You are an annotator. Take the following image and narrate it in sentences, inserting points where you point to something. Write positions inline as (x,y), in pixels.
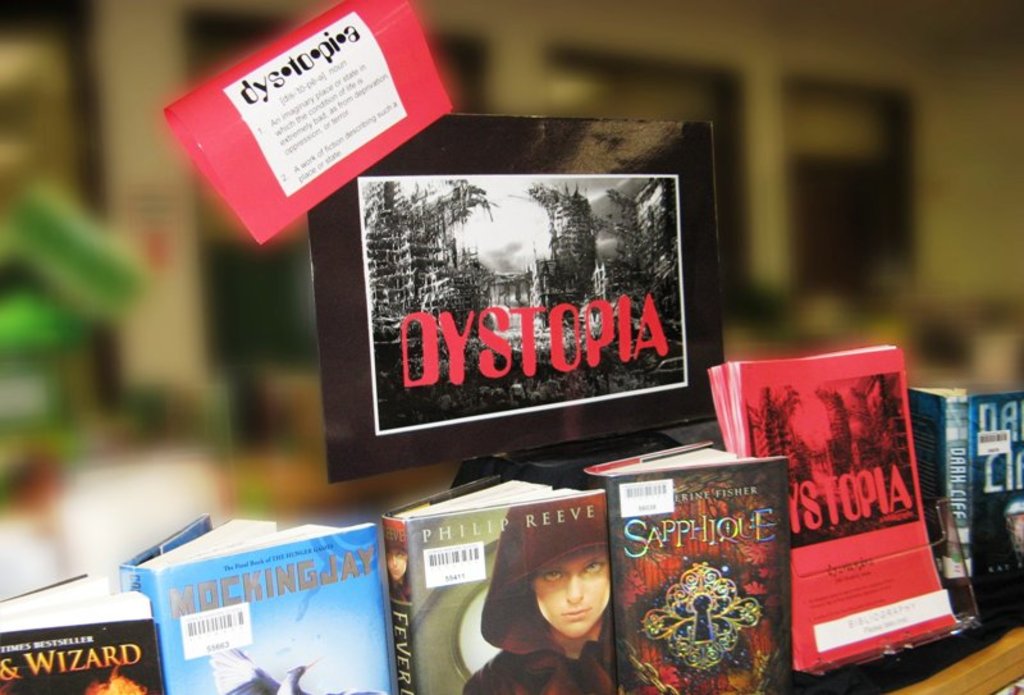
Here we can see books (709,533) and a frame (515,374). There is a blur background (894,69).
